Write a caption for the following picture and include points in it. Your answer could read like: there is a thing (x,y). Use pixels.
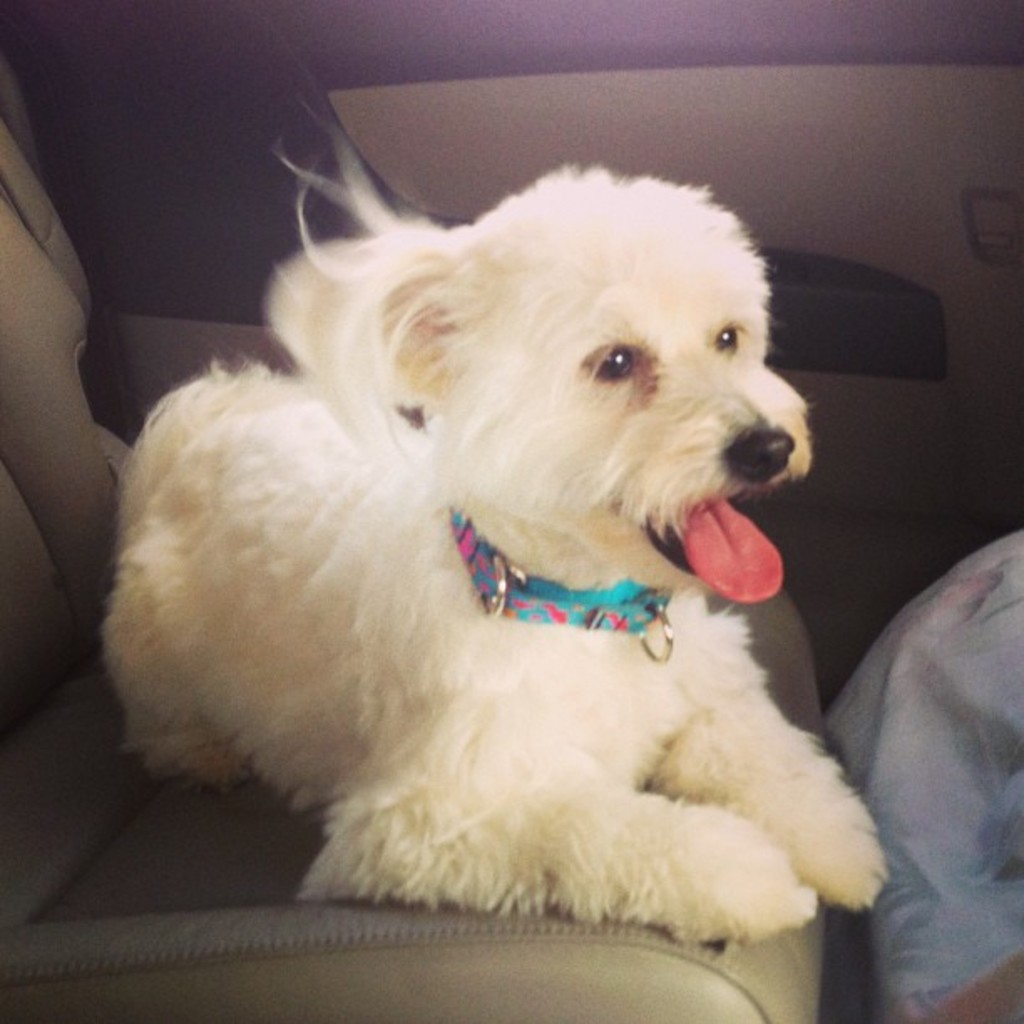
This picture is taken inside the vehicle (533,94) and there is dog (630,565) sitting on the seat (414,913). It is in white color with a belt (581,610).
